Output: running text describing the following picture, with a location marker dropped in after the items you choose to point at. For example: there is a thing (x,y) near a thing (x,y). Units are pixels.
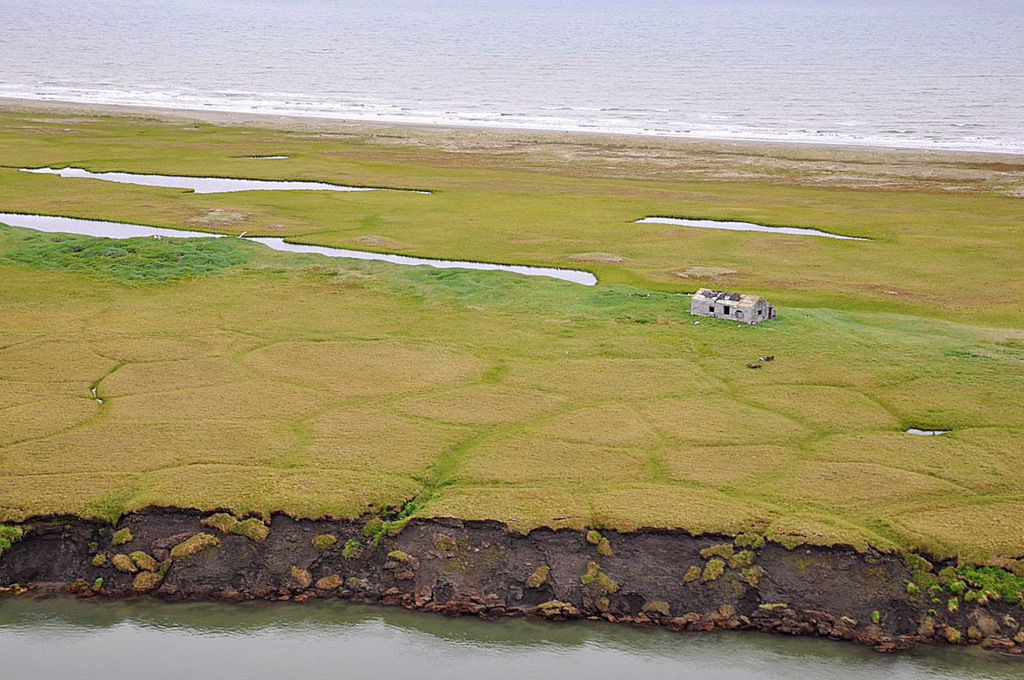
In this image we can see a house (739,298), grass (266,250) and also the water (367,645). We can also see the beach (639,130) at the top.
